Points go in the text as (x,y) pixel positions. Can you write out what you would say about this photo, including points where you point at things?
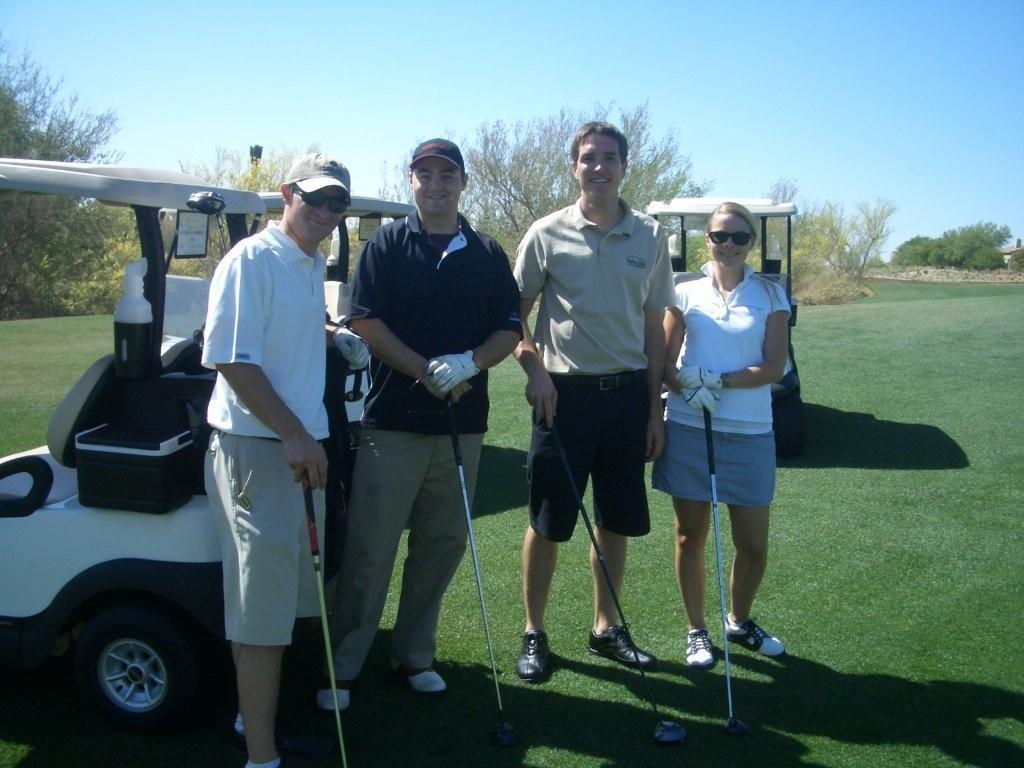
In this image we can see four persons (377,334) standing on the ground (601,737) holding golf stick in their hands (451,388). One woman (734,355) wearing a white dress (733,397) is wearing goggles (735,241) and gloves (708,395) on her hands (702,392). Two persons (472,268) are wearing caps (450,162). In the background (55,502), we can see three vehicles (55,487) placed on the ground (900,448), a group of trees (964,268) and the sky (755,60).
